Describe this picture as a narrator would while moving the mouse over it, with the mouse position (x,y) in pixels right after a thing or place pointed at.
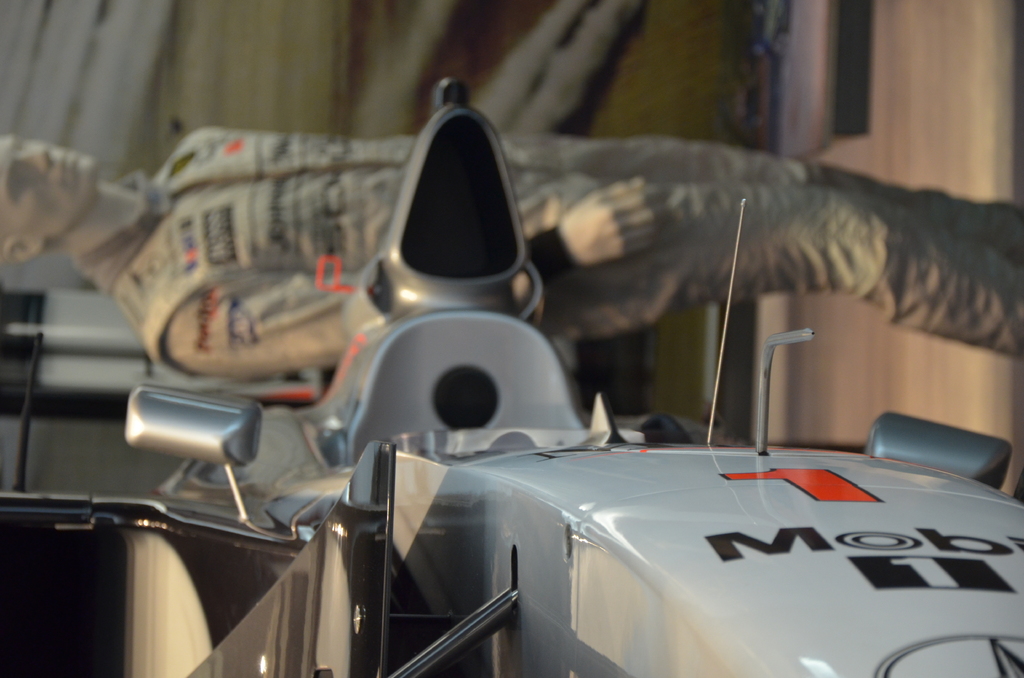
In this image we can see a vehicle (608,575), a statue (550,258) and few objects (81,369) in the background (52,352).
